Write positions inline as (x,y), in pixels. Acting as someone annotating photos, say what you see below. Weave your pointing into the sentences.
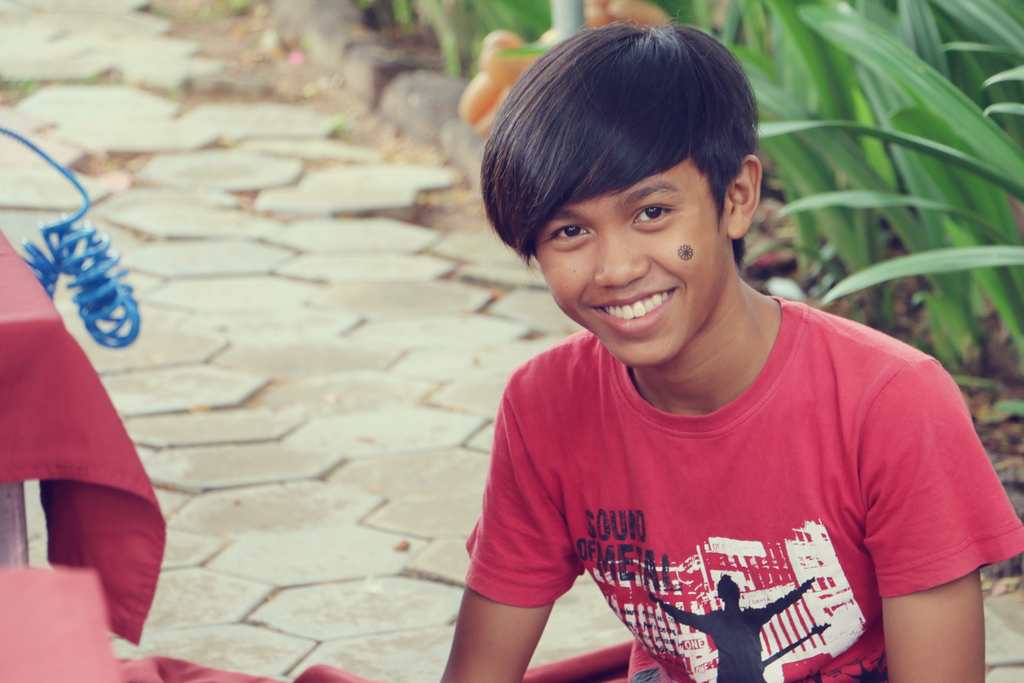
In this image we can see a person (557,374) sitting, on the right side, we can see some plants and on the left side (17,449), we can see the table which is covered by the cloth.
